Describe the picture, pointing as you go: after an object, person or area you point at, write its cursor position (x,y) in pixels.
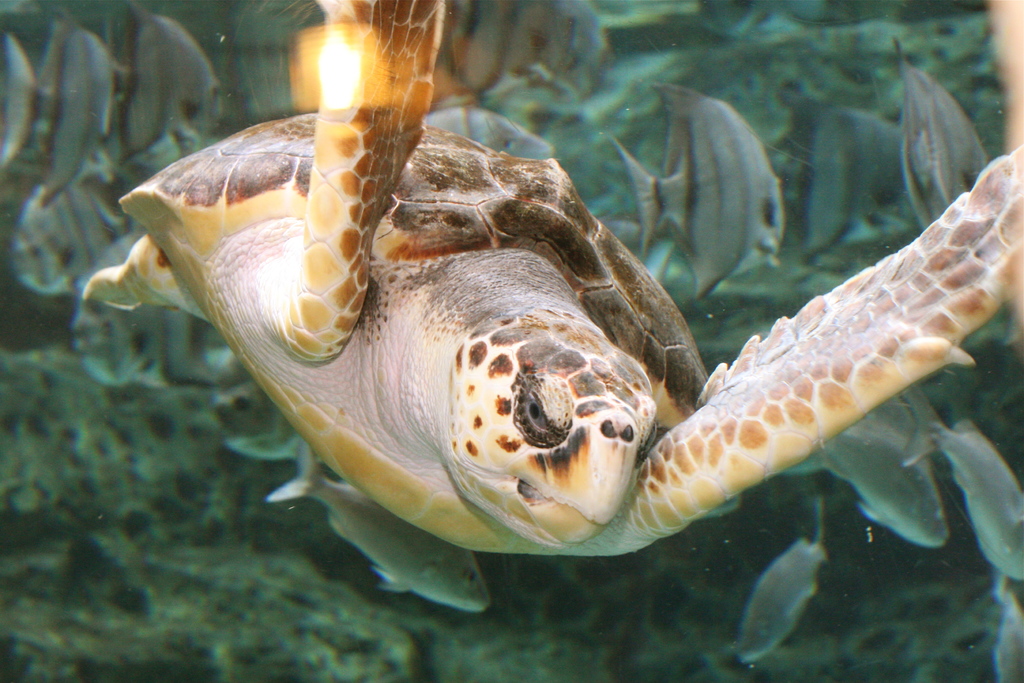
In this image I can see a turtle (245,304) and number of fishes (27,271) in the background (170,80). I can see colour of this turtle (374,339) is white, cream and brown.
